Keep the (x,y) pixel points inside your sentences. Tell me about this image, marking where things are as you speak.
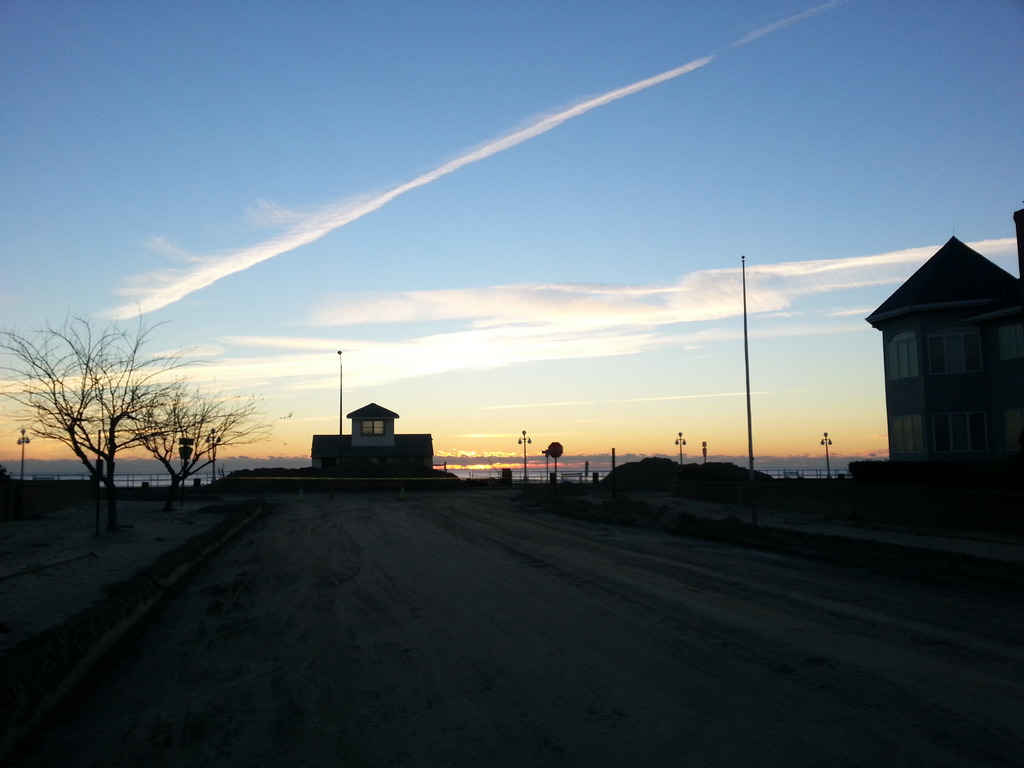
In this image I can see there is a building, trees (112,443), poles (98,444) and the sky (380,214) is cloudy.
